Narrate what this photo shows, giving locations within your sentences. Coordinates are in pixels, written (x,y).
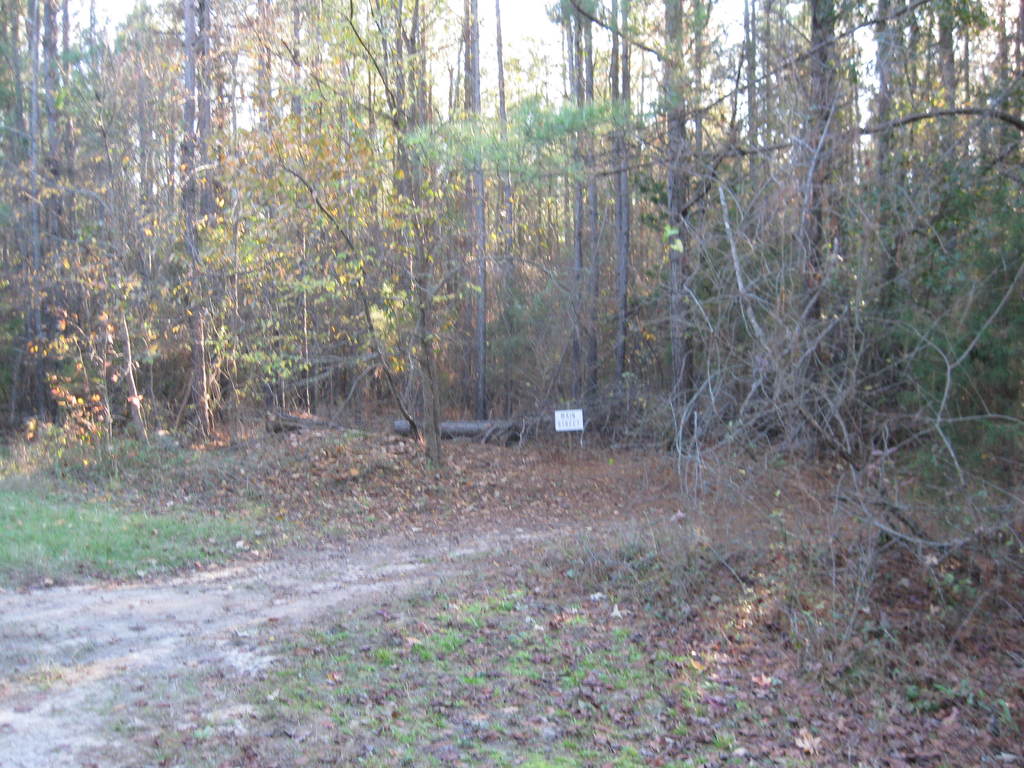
in this picture we can see tall trees (208,402) and grass (435,744) on the ground (412,624).
